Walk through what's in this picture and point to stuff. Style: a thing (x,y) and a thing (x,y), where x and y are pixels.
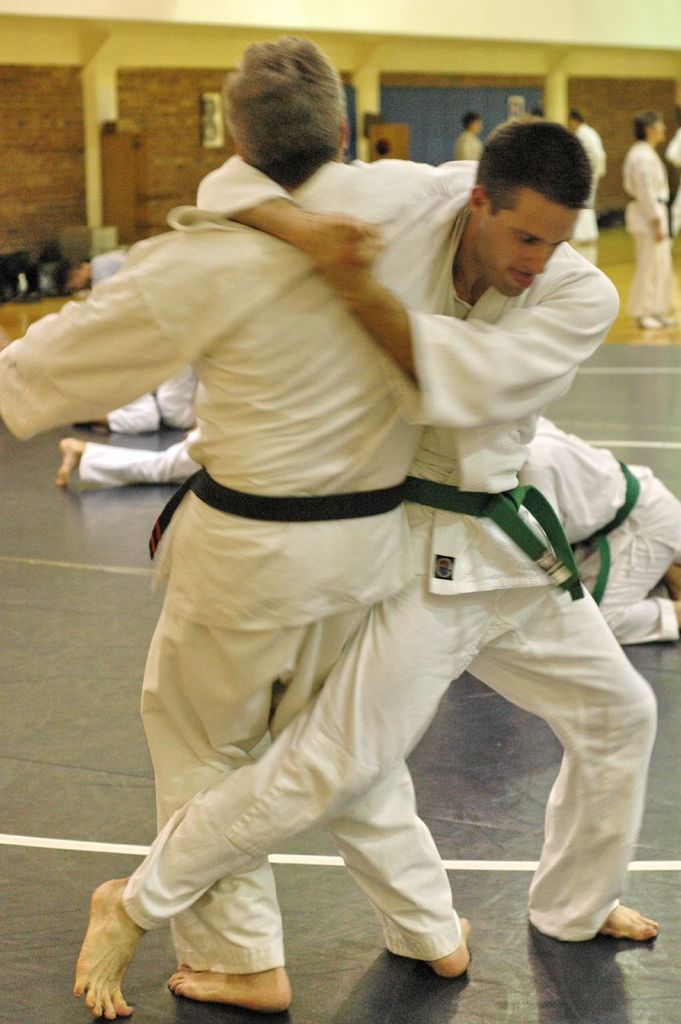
In this picture, we can see a few people (407,320), and a few (398,649) are fighting, we can see the ground (136,814), we can see the wall (52,173) with some objects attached to it.
